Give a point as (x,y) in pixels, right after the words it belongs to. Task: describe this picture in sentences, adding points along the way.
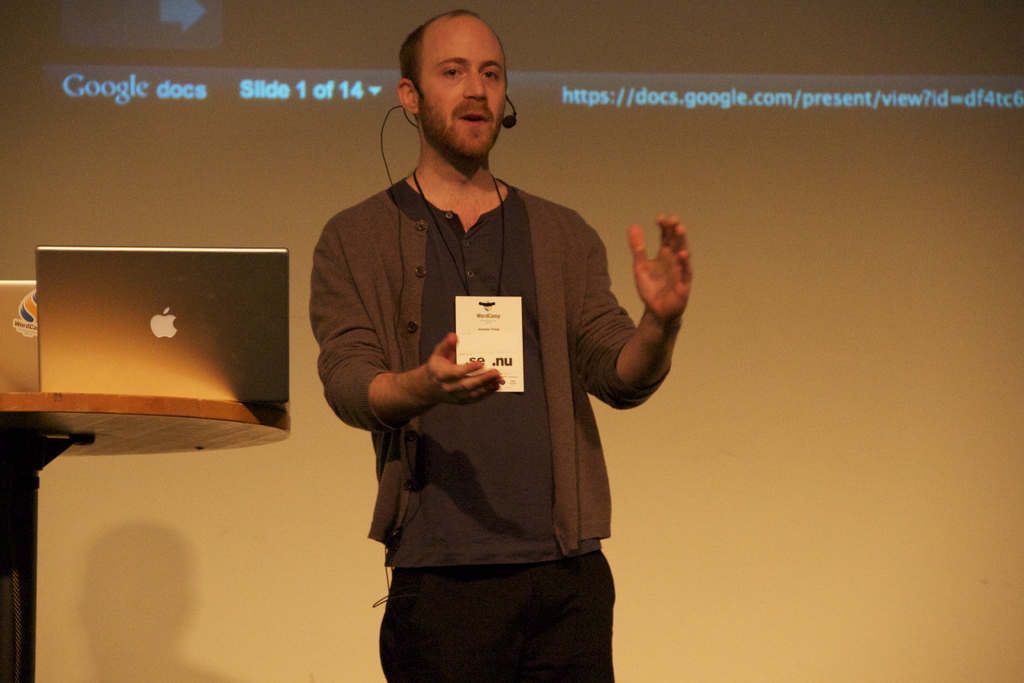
In this image we can see a person (554,418) standing wearing a microphone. On the left side (261,334) we can see some laptops (202,359) placed on the table (129,453). On the backside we can see a display screen (834,362) with some text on it.
